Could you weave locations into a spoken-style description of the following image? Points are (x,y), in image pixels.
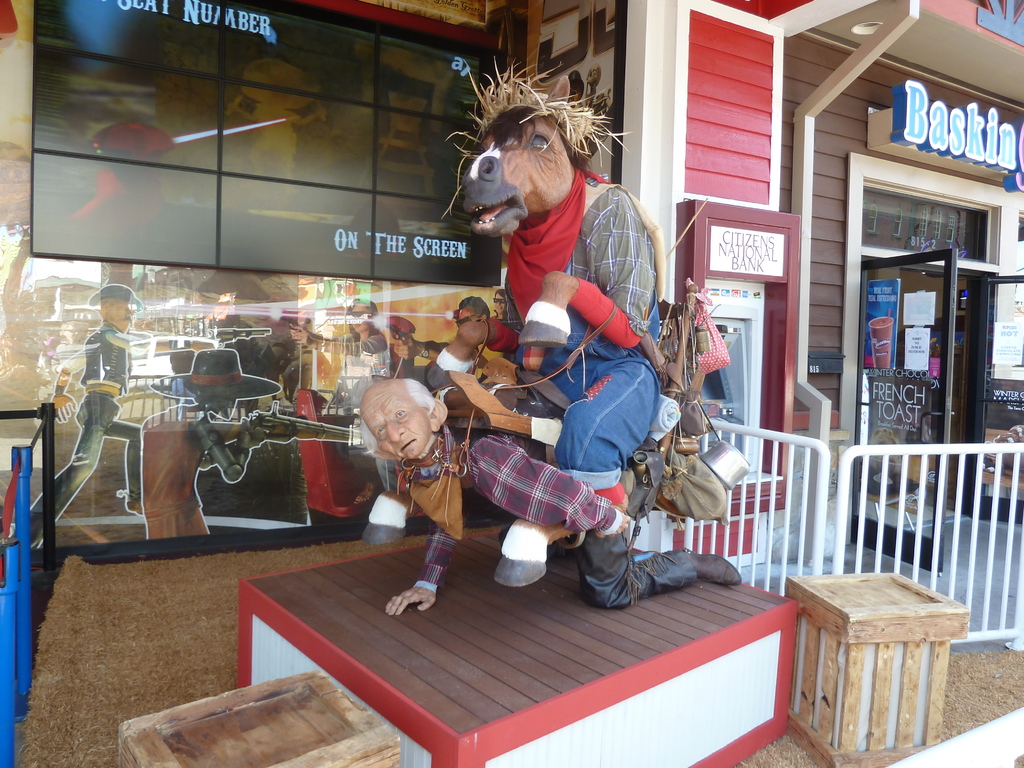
In the middle (574,420) there is a statue (546,505). On the right (929,314) there is a door (944,327), text (921,147) and poster (888,336). In the background (769,242) there is a building (770,138), glass (298,339) and text (194,17).
